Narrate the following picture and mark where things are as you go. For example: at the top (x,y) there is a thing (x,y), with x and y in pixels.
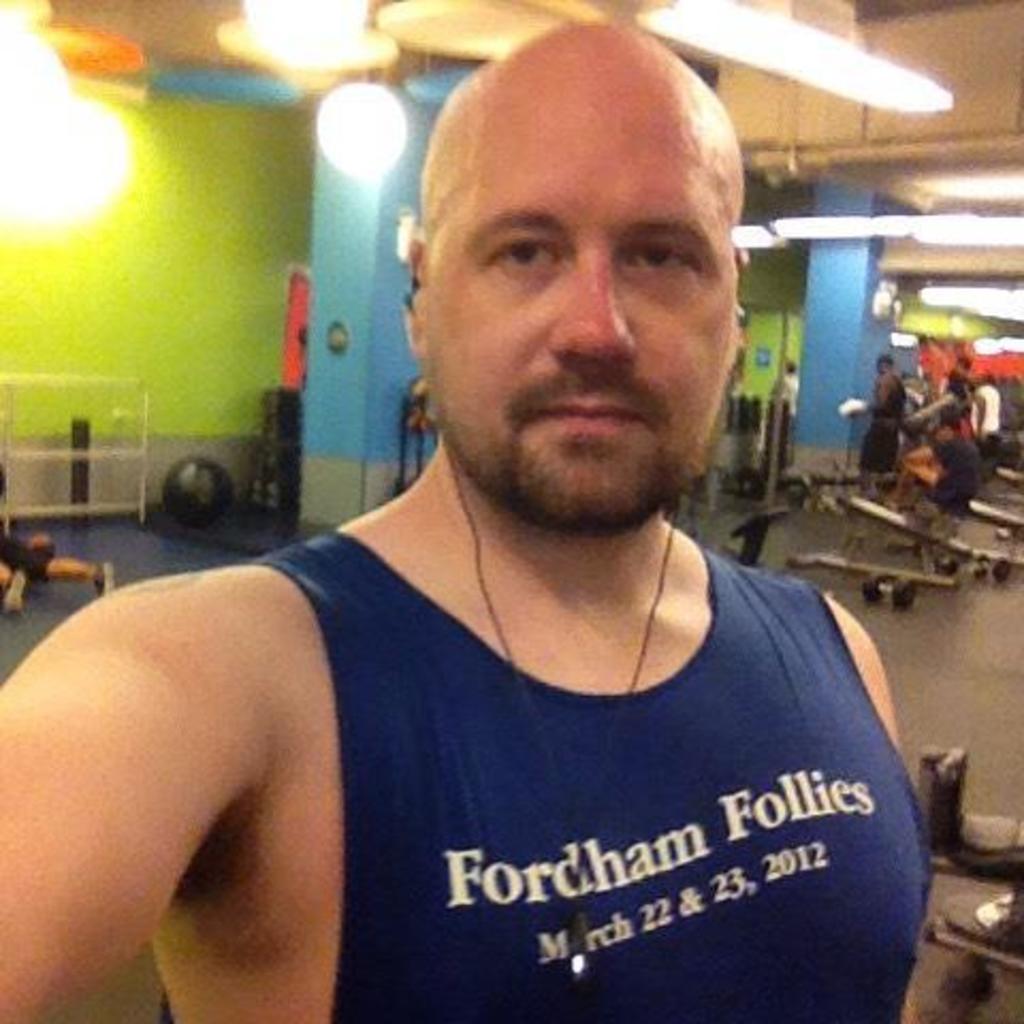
In this image we can see a man (671,773). On the right side of the image (959,456) we can see a person (962,471) sitting on a bench (1022,525) and a group of objects (952,562) placed on the ground (938,744). In the background (211,510), we can see a ball (187,503) placed on the ground (241,542). At the top of the image (386,118) we can see group of lights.
